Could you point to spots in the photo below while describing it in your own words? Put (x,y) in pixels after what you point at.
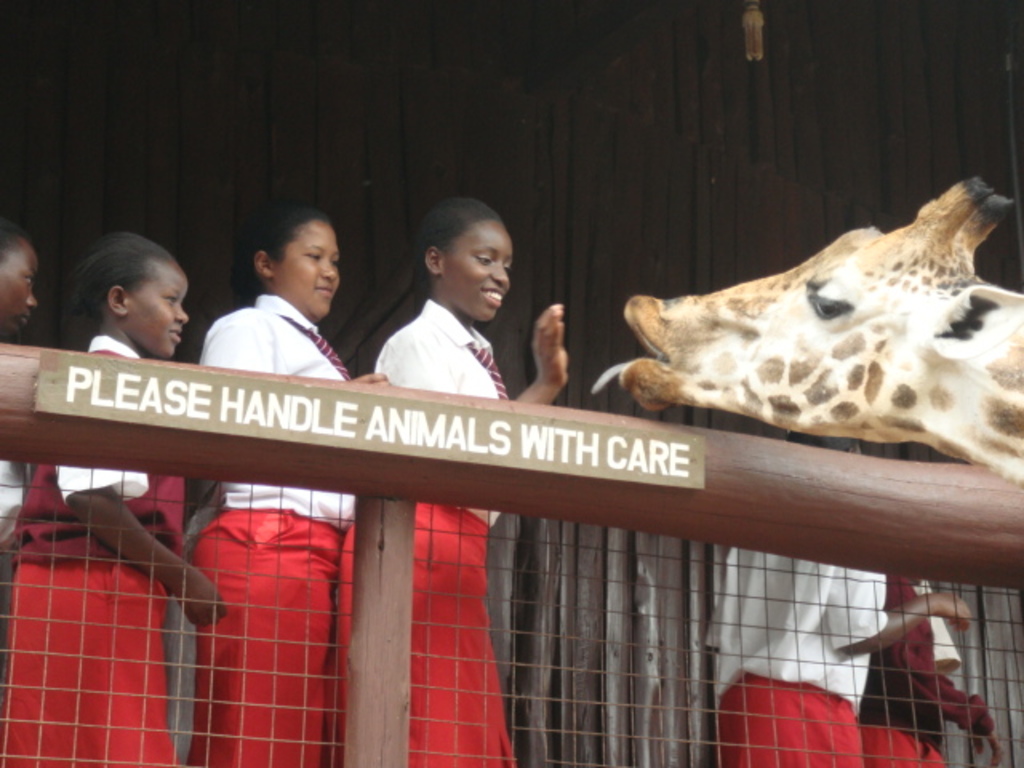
In this image we can see a group of people (399,362) standing beside a fence (684,705). We can also see some wooden poles (404,531), a board (389,426) with some text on it, a giraffe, wooden wall (594,256) and a light bulb (744,40).
